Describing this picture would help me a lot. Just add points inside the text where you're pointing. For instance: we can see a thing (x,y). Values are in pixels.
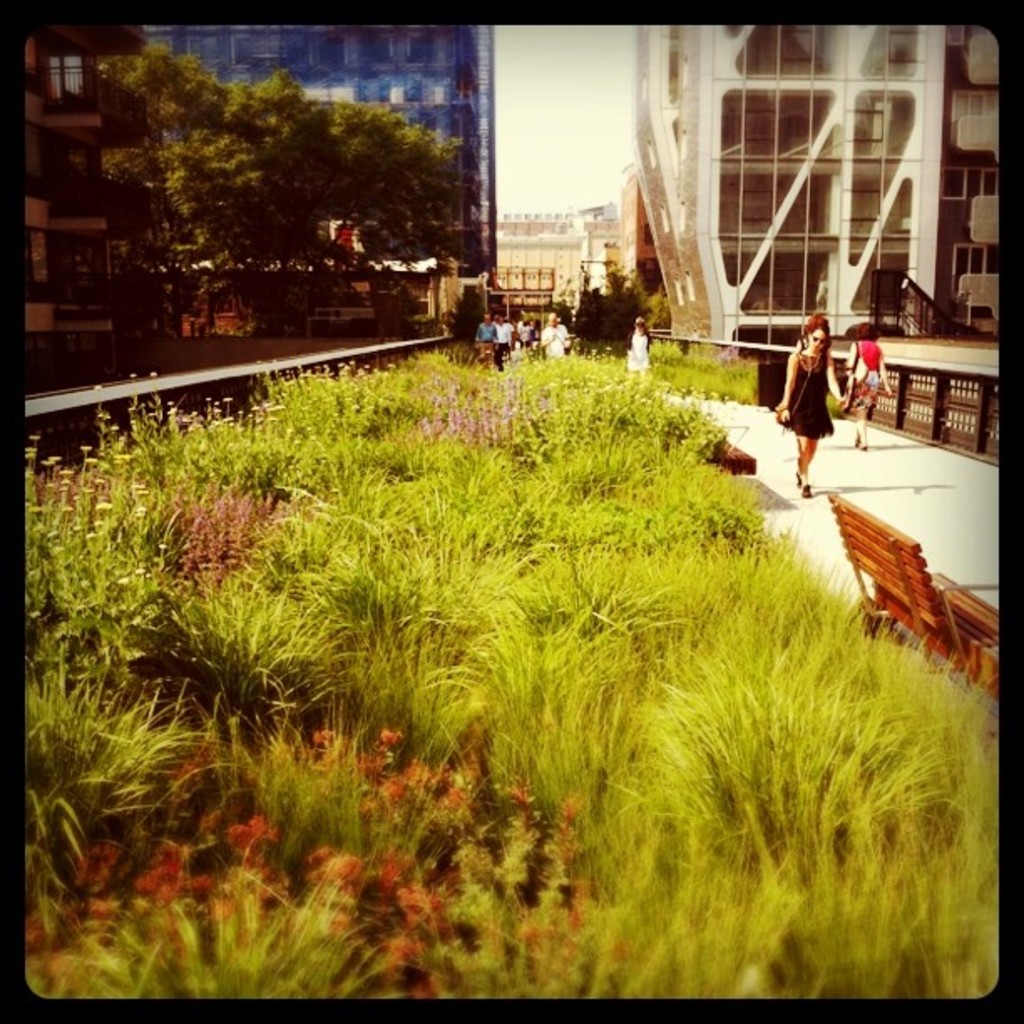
In this picture there is grassland (408,551) in the center of the image (608,572) and there are people (887,392) in the background area of the image (624,341), there are trees (249,197) on the left side of the image (262,235).
